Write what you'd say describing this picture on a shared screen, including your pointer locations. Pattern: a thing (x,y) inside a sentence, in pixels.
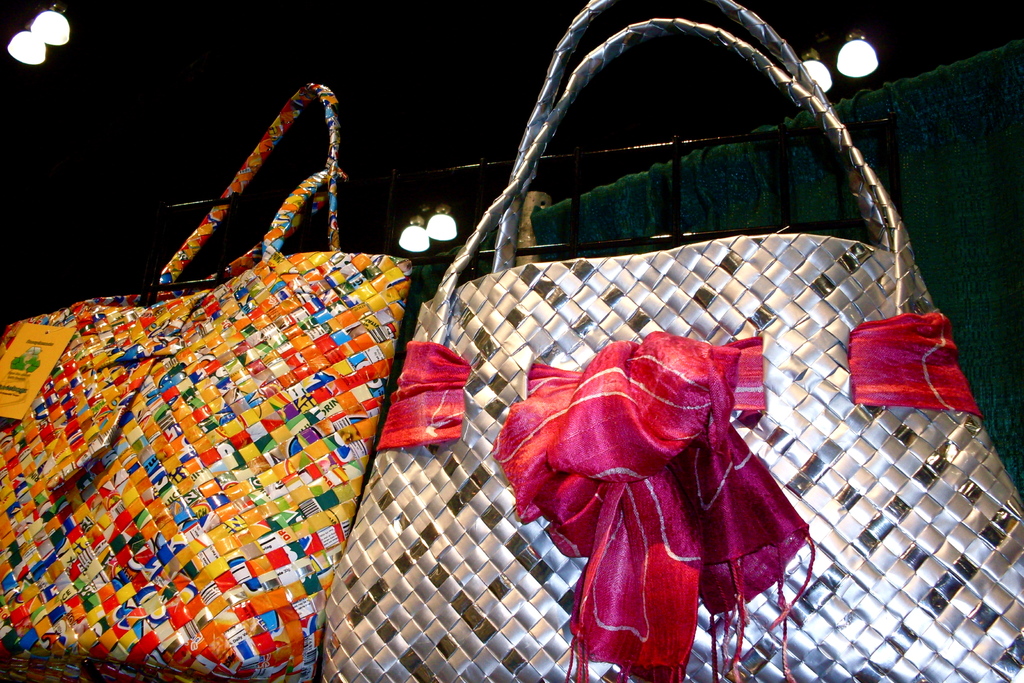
In this image there are two bags (132,481). One is in silver with ribbon (681,367) around it and the other is multicolored. There are some lights (403,237) on to the roof (57,150).
